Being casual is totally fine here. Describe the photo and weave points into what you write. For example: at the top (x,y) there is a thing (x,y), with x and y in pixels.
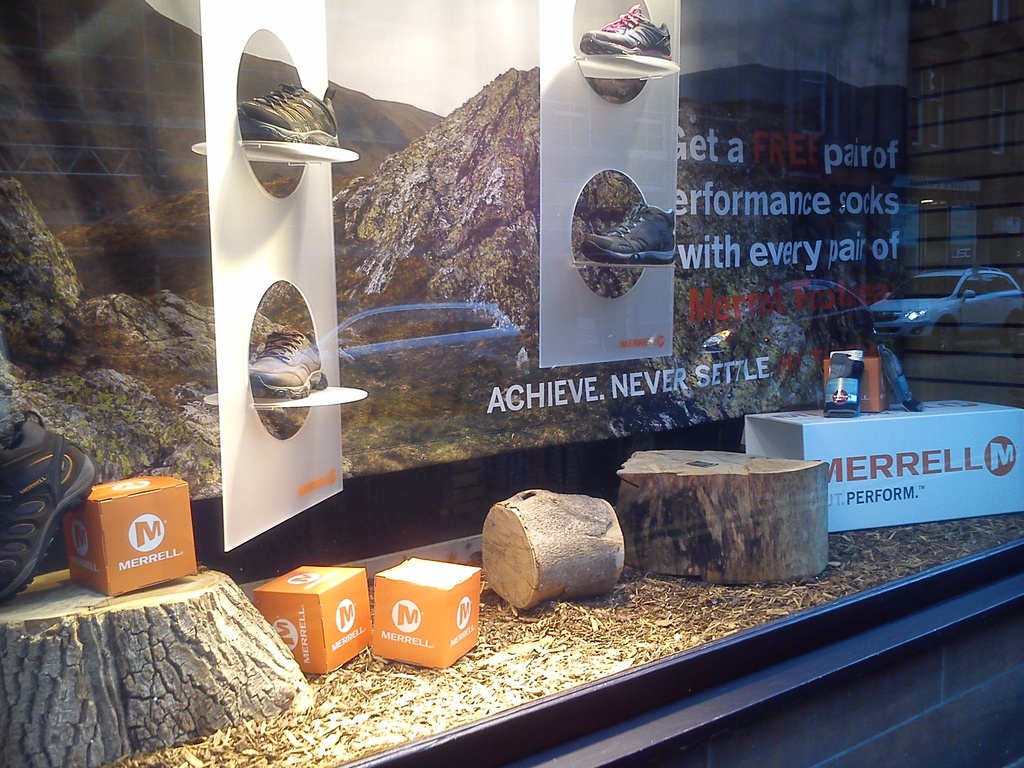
In this image there are some shoes (270,365) are kept as we can see in middle of this image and there is a poster (398,249) in the background (595,274). There are some objects (179,590) kept in the bottom of this image (606,561) and there is one car (908,322) on the right side of this image (935,336).
